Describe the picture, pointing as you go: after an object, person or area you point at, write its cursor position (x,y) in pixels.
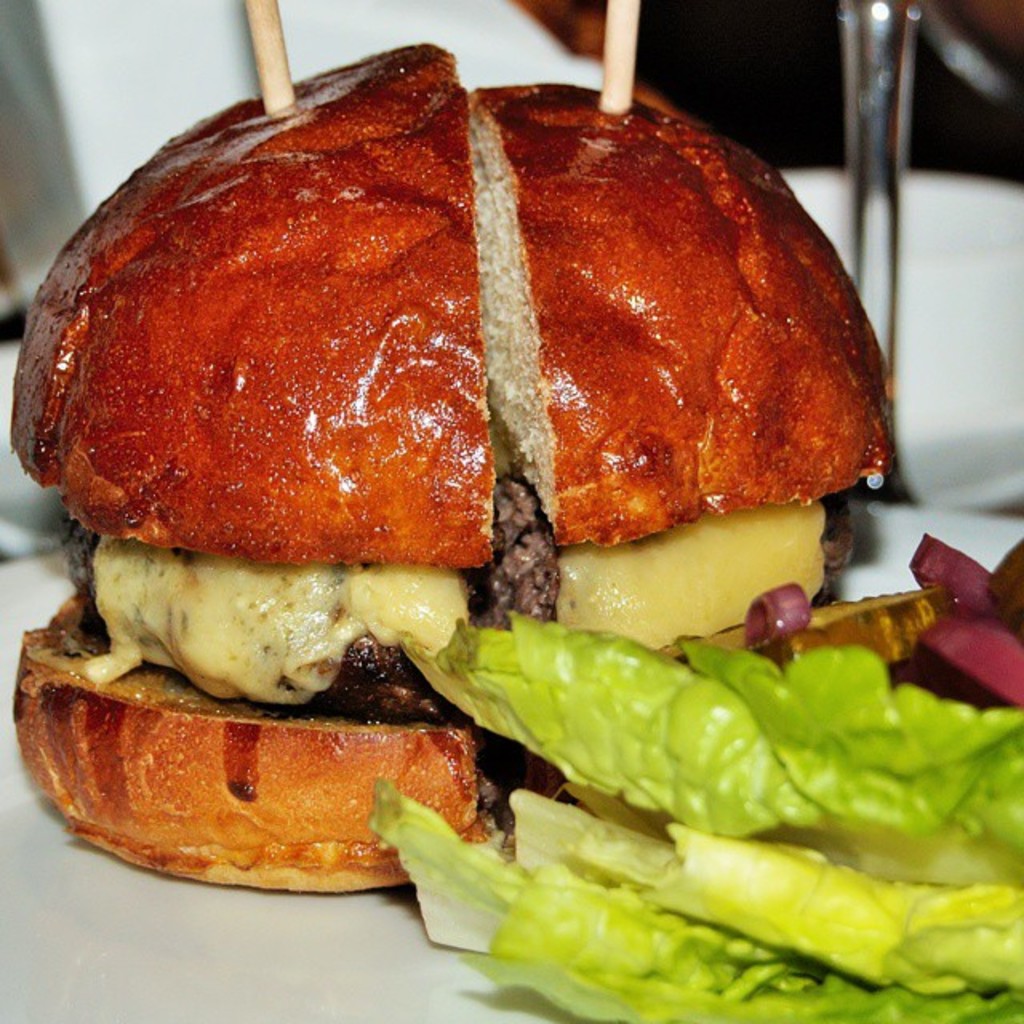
In the front of the image (509,323) I can see food (764,589) and toothpicks (636,20). In the background (910,202) it is blur.
